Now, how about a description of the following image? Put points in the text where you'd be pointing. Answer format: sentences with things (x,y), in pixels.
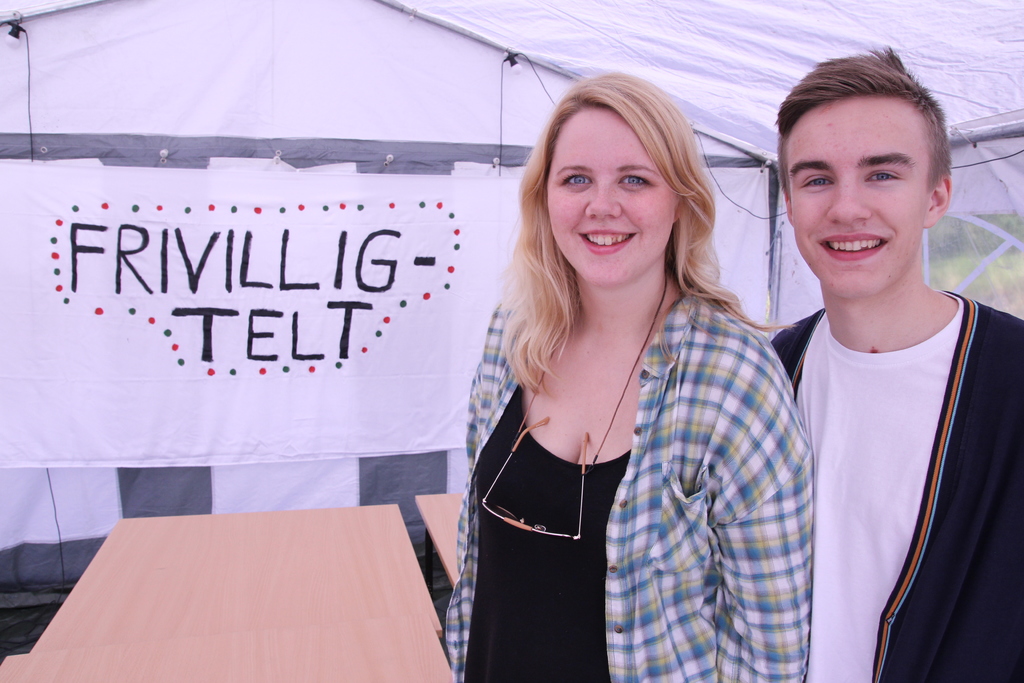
In this picture I can observe a couple (740,415) on the right side (915,373). They are smiling. In the bottom of the picture (353,597) I can observe tables (266,564). In the background (246,323) I can observe text (250,319) on the white color cloth (202,324).
